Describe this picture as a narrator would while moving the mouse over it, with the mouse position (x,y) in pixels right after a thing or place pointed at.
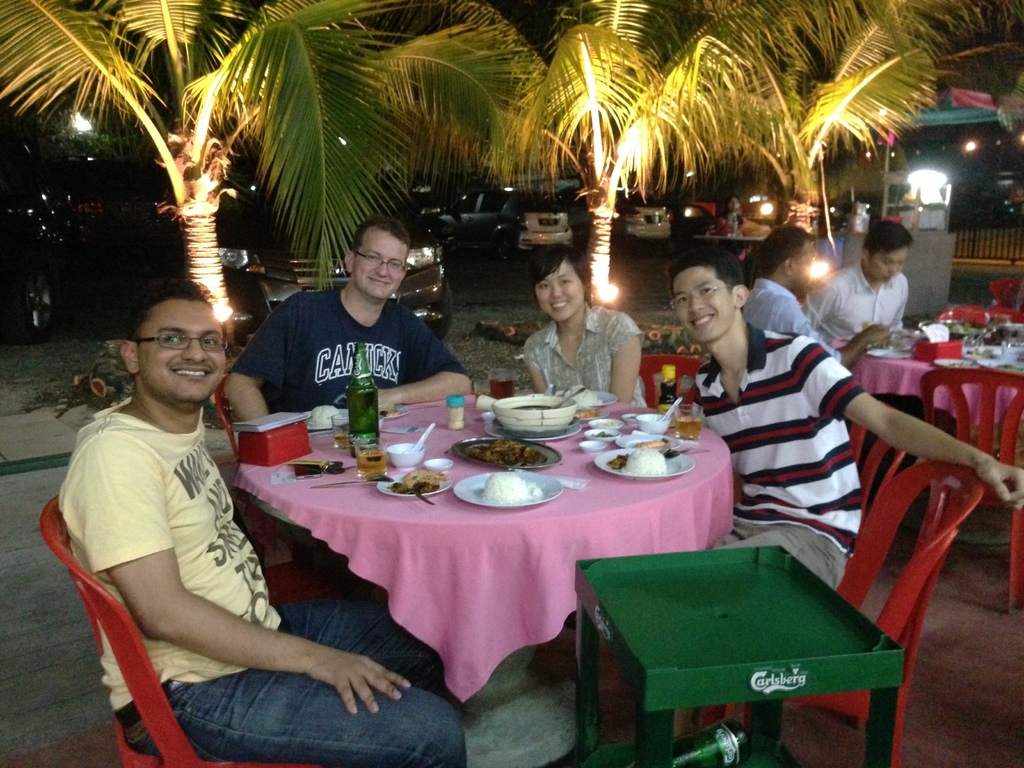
These persons (259,347) are sitting on a chair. In-front of these persons (350,330) there is a table (699,494), on a table (698,507) there are plates (430,489), bowl (505,417), bottle (376,410), cup (365,450) and spoon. Far there are vehicles (308,274). These are trees (203,89) with lights (215,305). This is a cart (780,618), under this cart (770,629) there is a bottle (740,742).
